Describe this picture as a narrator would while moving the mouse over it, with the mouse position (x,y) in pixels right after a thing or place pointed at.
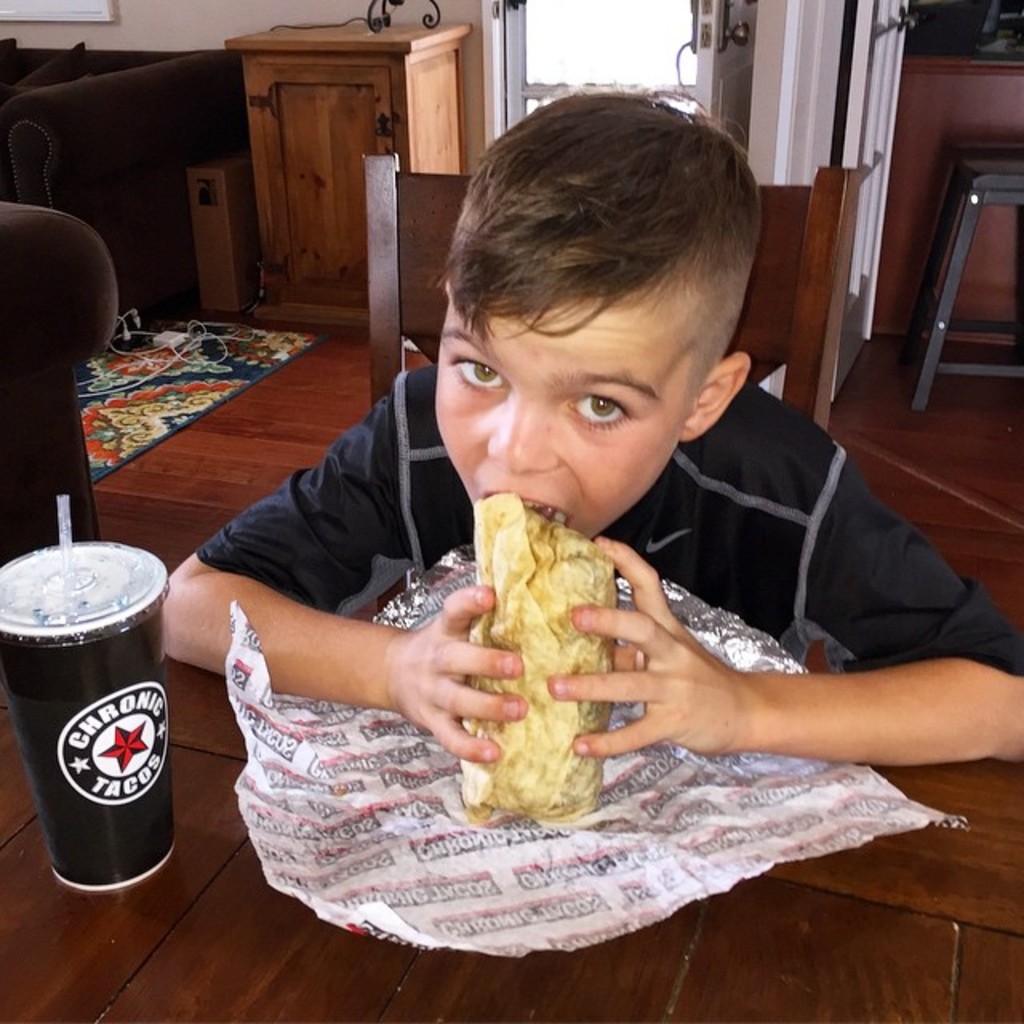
In the center of the image (609,410) we can see a boy (329,542) sitting at the table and eating food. On the table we can see glass (2,597). In the background (81,534) we can see cupboard (308,126), door (643,70), stool (1012,169), sofa (78,155) and wall (172,31).
